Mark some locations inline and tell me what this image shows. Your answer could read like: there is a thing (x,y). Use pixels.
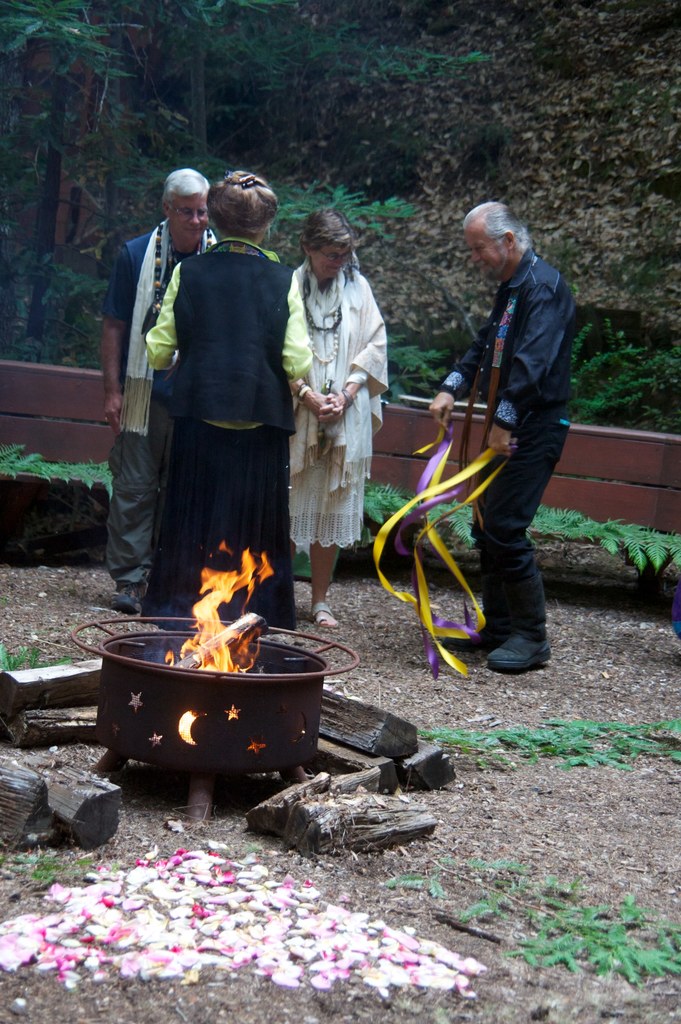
In the image we can see there are four people (305,399) standing wearing clothes (294,371). Here we can see the flame (207,632), wooden sticks (314,816), metal container (192,712), grass (548,726), wooden fence (576,490) and trees (86,81).
